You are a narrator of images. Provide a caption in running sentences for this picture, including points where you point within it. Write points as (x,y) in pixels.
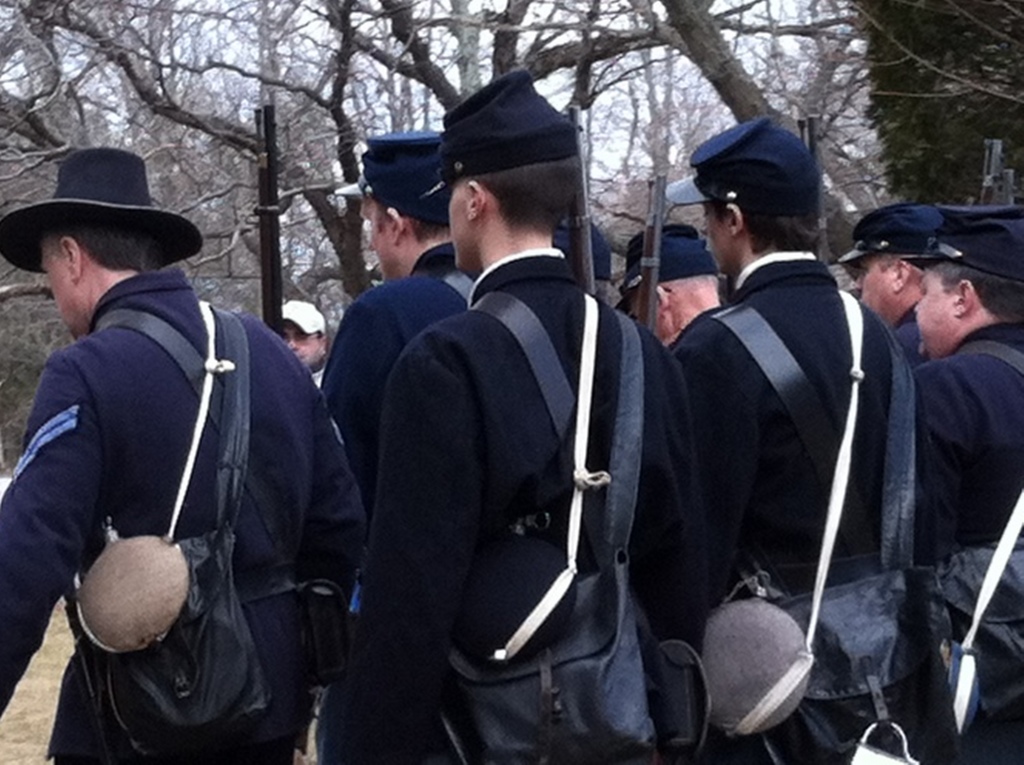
This image consists of few people (555,469) wearing blue dress (938,436) and caps (40,225) are holding the guns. At the bottom (43,761), there is a ground (30,755). In the background (875,128), there are trees (739,86).
